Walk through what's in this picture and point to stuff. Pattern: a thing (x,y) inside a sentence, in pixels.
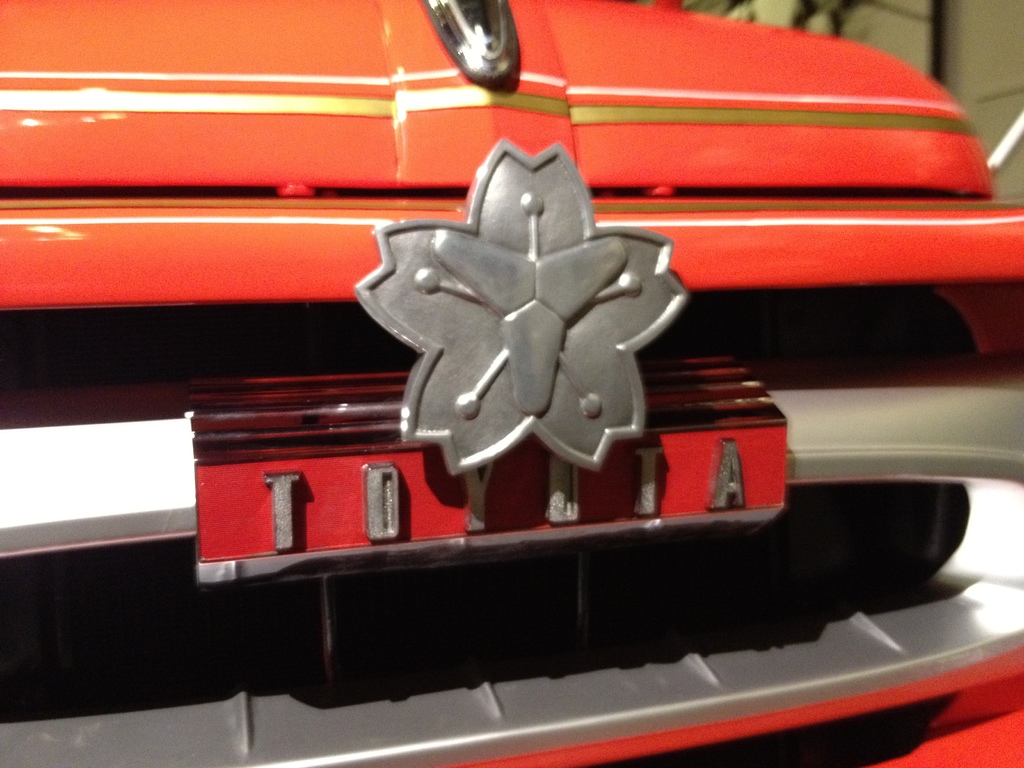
In this image, I can see an emblem (484,401) and a board (393,490) attached to a vehicle (786,347). The background (979,62) is blurry.
